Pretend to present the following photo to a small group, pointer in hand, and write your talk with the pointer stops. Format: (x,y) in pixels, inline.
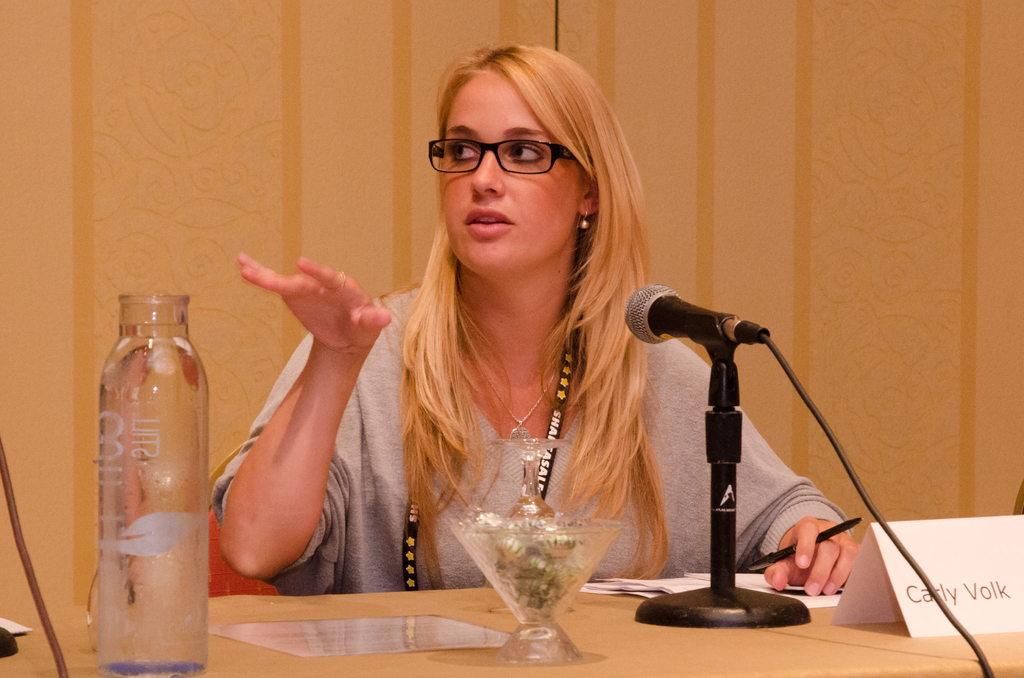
This picture shows a woman (388,314) looking at someone else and is a microphone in front of her
